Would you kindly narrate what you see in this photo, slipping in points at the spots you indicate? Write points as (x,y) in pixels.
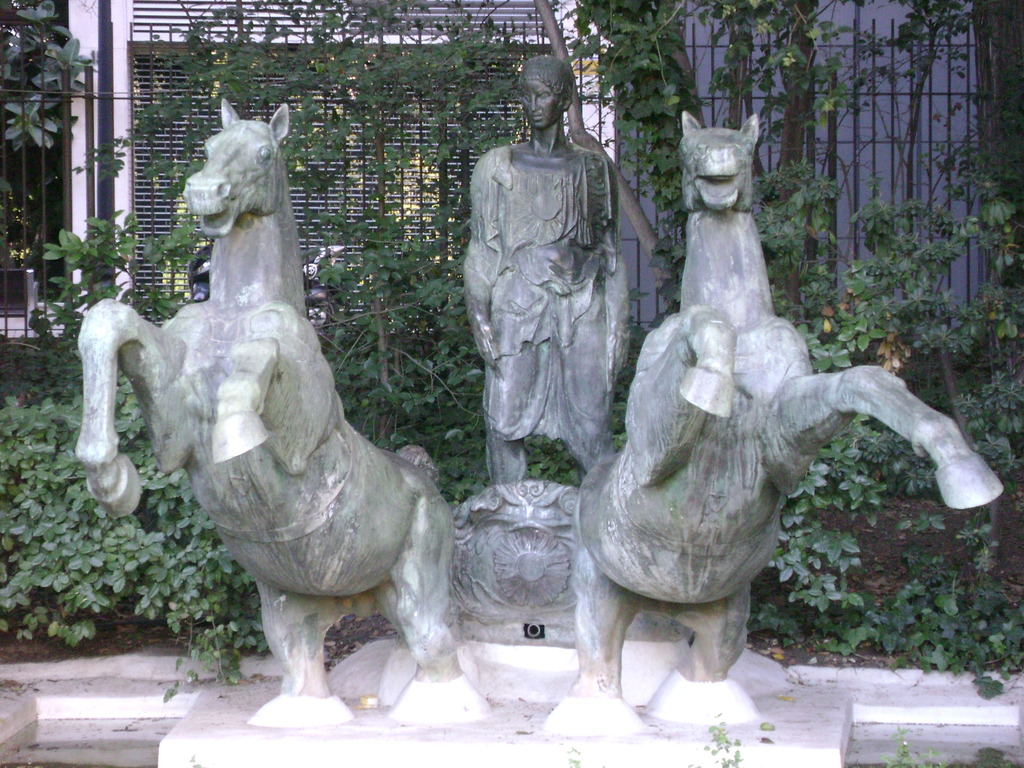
In this image, I can see the sculptures (246,380) of a person (491,395) and two horses (665,501). Behind the sculptures (355,497), I can see the plants (395,254), iron grilles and a building (164,70).
